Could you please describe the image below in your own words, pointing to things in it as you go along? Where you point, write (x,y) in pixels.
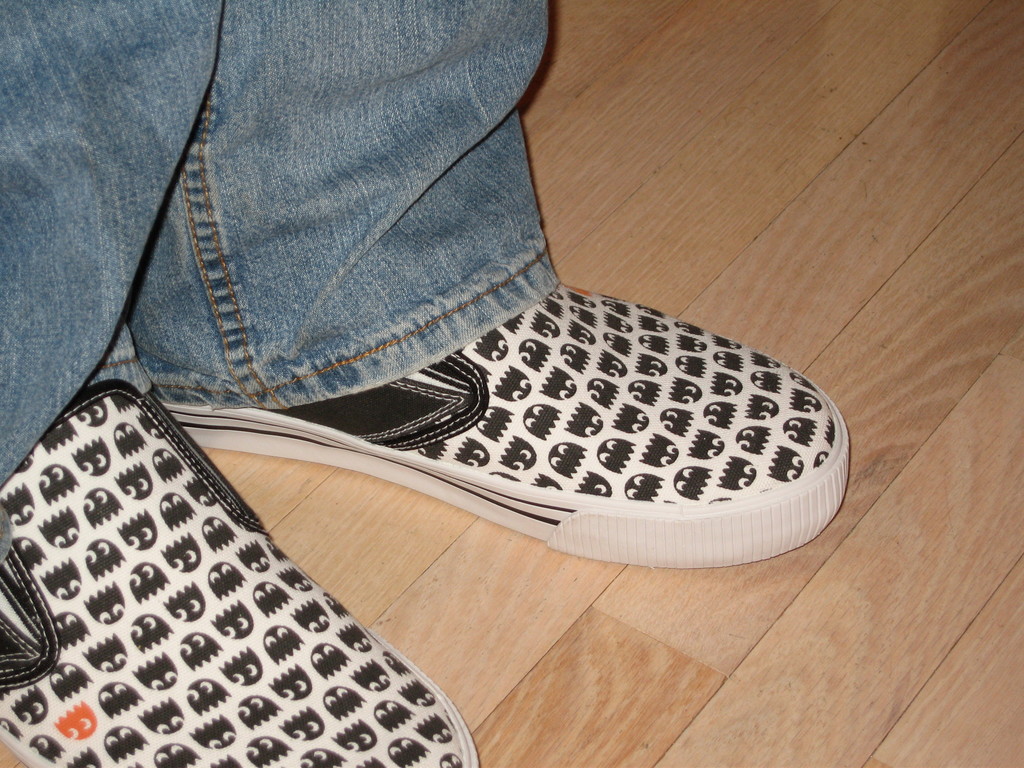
In this image there is some person (226,248) wearing blue jean (188,193) and shoes (697,431) and the person (703,499) standing on the floor (813,681).
